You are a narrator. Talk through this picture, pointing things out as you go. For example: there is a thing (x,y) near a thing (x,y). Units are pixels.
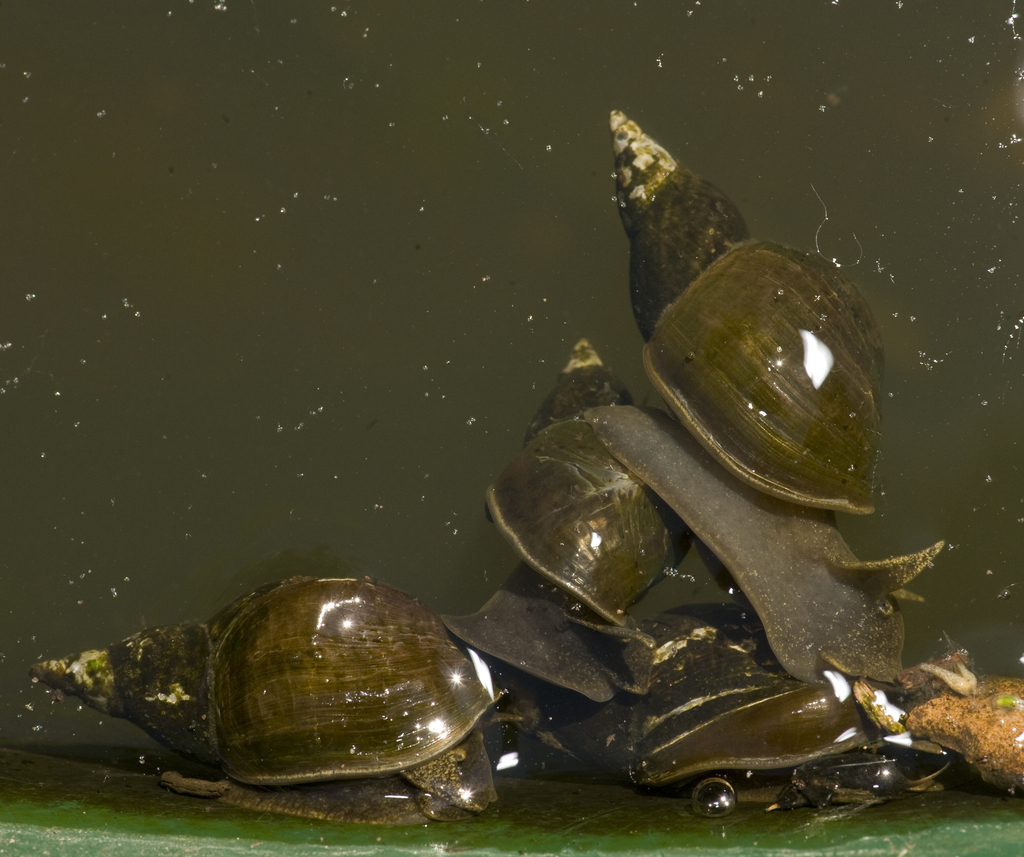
In this image we can see shells (416,664).
